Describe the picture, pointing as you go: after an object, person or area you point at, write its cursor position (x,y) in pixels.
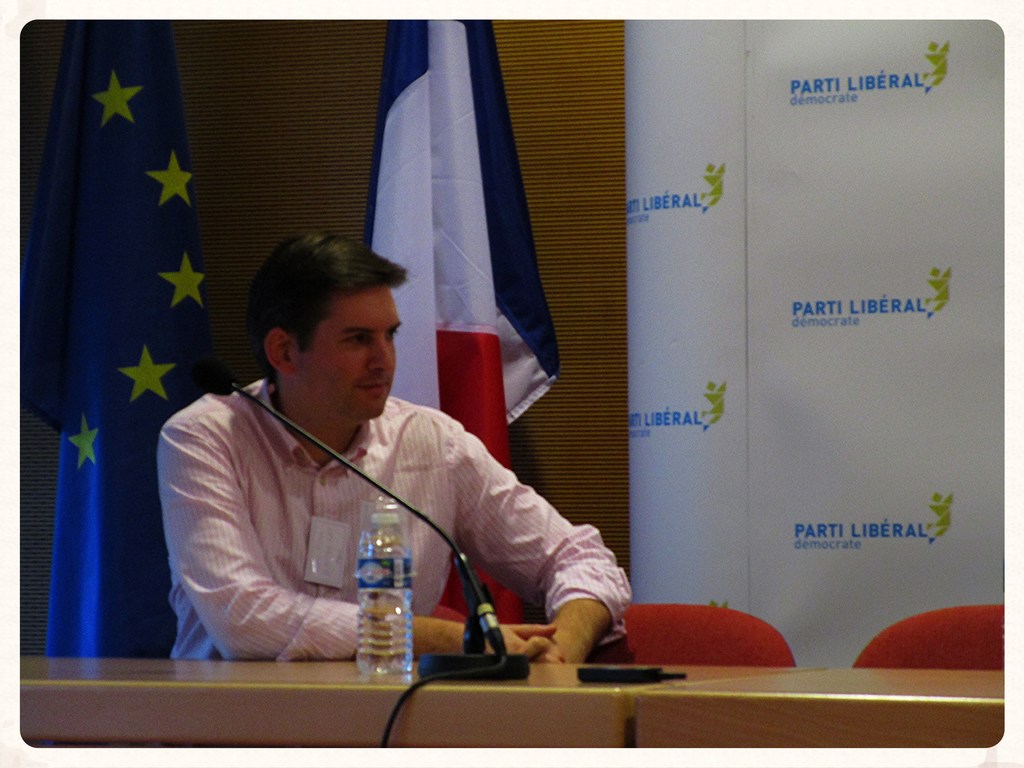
In this image we can see this person (294,532) wearing shirt (190,462) is sitting on the chairs (617,655) near the table (208,731) where a bottle (400,664) and mic (509,664) are kept. In the background (798,621), we can see flags (68,166), the wall (574,465) and the white color banner (652,434).
